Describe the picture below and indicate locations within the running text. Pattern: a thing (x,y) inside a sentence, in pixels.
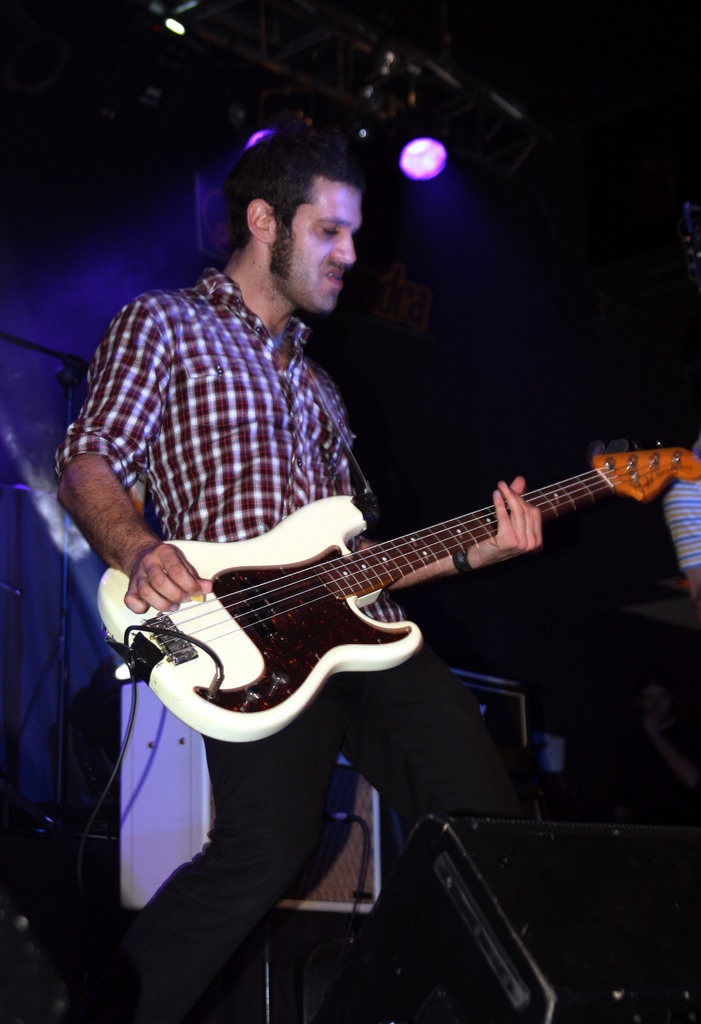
In the image there is a man (259,528) standing and holding a guitar (332,596) and playing it. On top (408,52) there is a roof (418,119) with few lights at bottom (478,885) there is a speaker (356,964) and wires (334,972).
